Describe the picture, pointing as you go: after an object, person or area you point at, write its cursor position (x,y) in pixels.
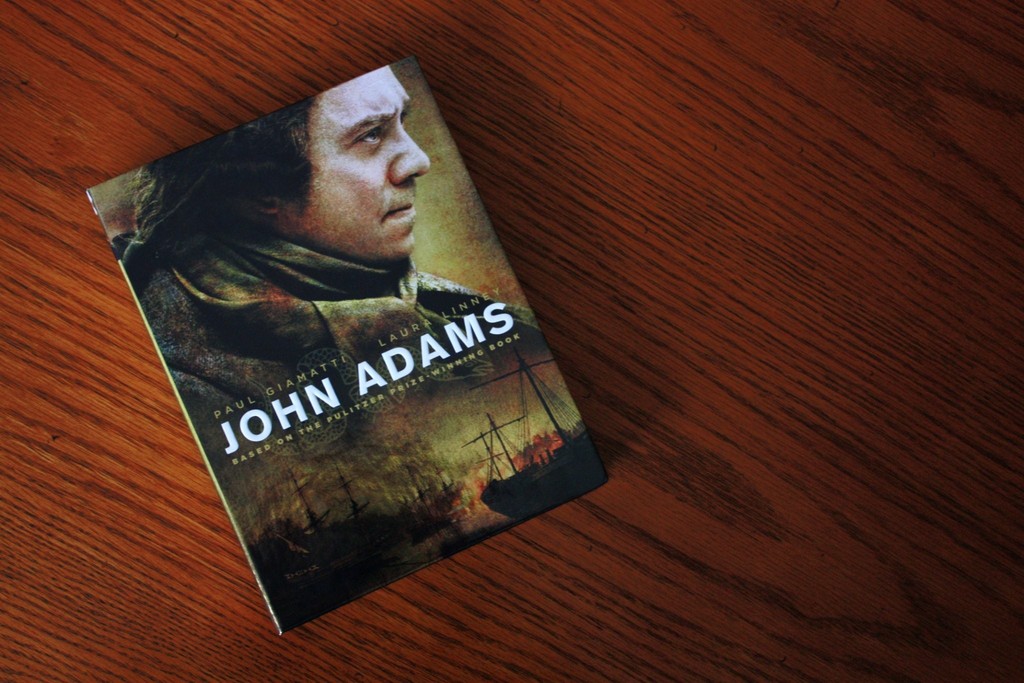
In the image we can see there is a book (421,461) kept on the table (854,562) and on it there is a man' s photo (360,172). There are ships (572,468) standing in the water (395,550) and its written "JOHN ADAMS" on the book (486,447).
